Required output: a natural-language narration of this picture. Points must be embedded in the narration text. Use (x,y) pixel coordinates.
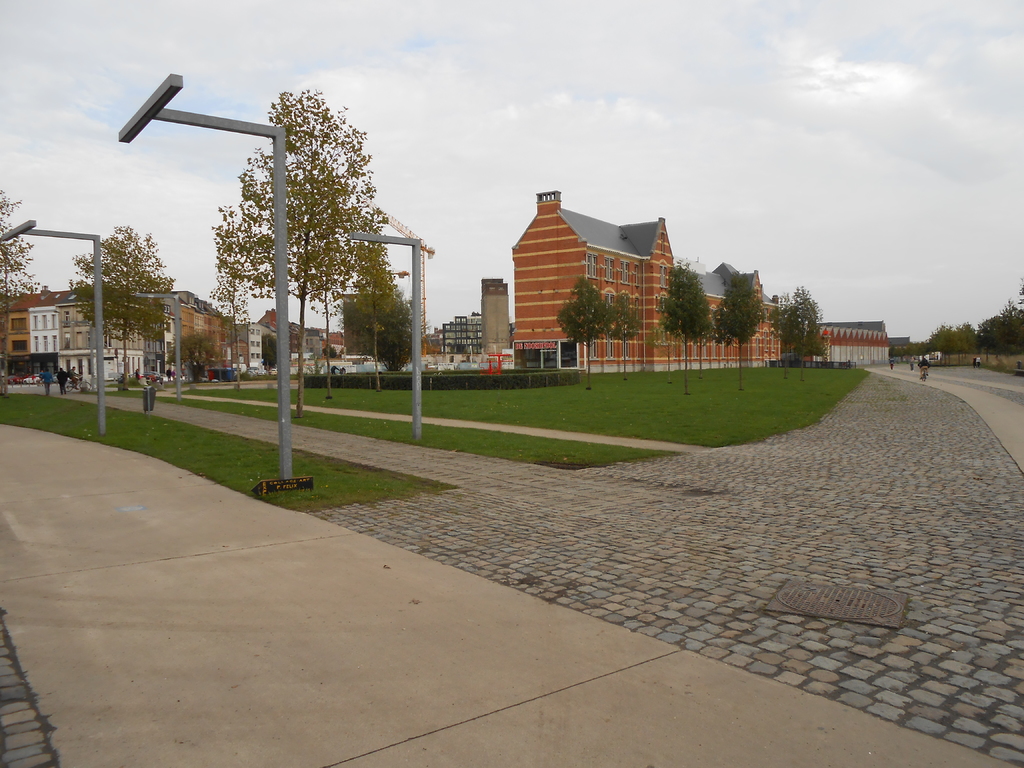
At the center of the image (651,261) there are buildings (563,355), in front of the buildings (210,319) there are trees (686,327) and few (64,379) are walking on the path (436,477), there are few poles (289,396). In the background (566,173) there is a sky (587,134).
